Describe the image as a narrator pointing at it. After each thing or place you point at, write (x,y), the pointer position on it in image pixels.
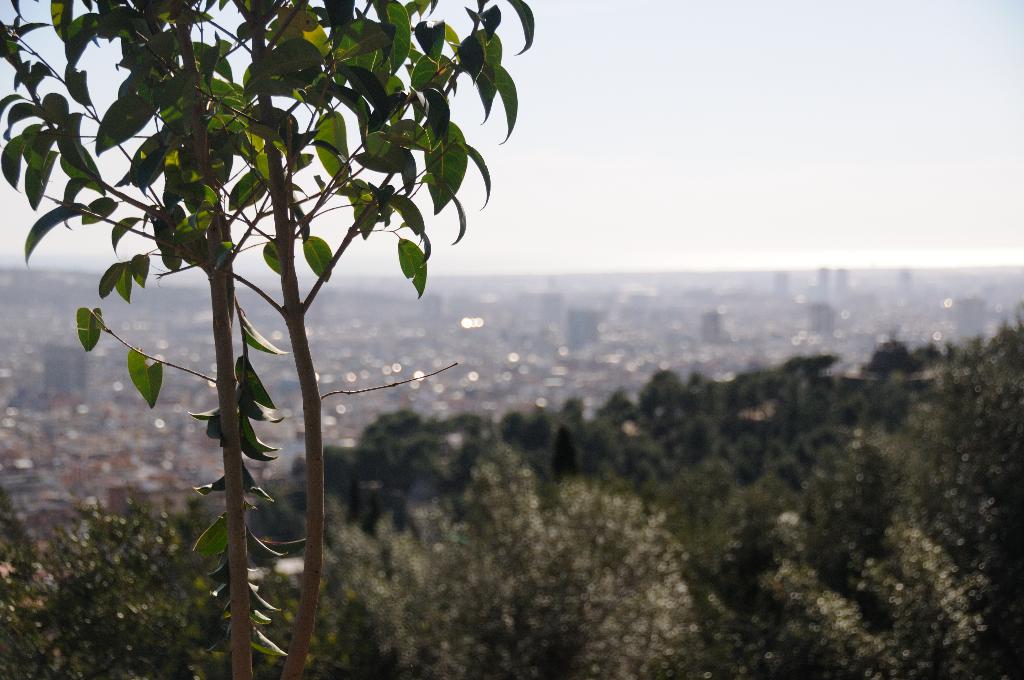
In this image, I can see the trees (592,478) and there are buildings (389,347), which are blurred. In the background (565,192), there is the sky (580,177).
